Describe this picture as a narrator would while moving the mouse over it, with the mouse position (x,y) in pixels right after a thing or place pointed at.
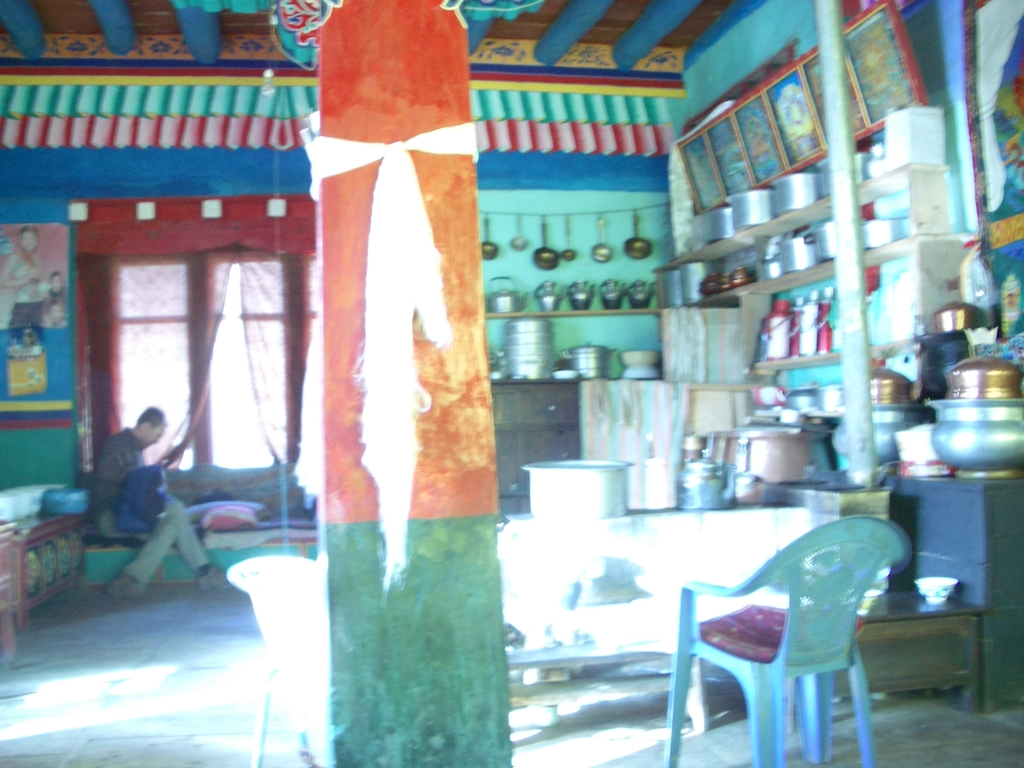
This is an image clicked inside the room (72,151). In the middle of the image (419,370) there is a pillar (445,563). In this room (780,623) there are chairs (788,620), vessels (814,188), frames (714,166) are there. On the left side of the image (123,468) there is a person (118,481) sitting beside a window (190,451).
